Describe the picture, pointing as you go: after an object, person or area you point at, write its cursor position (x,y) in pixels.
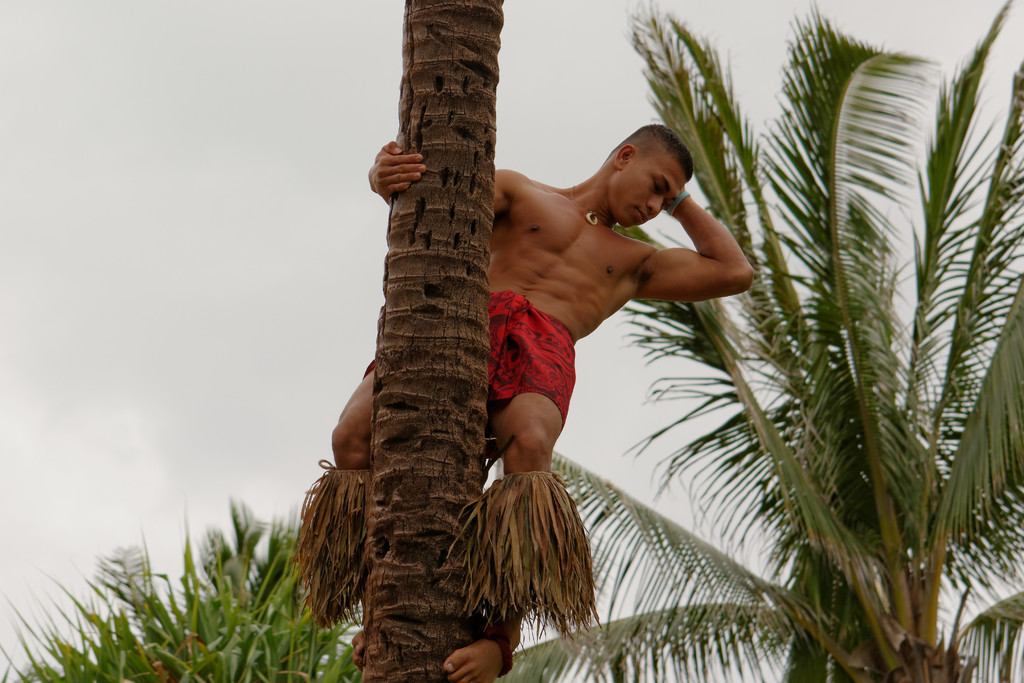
In this image there is a person (540,485) climbing a tree (396,223). In the background of the image (809,666) there are trees (169,642) and sky (249,294).
